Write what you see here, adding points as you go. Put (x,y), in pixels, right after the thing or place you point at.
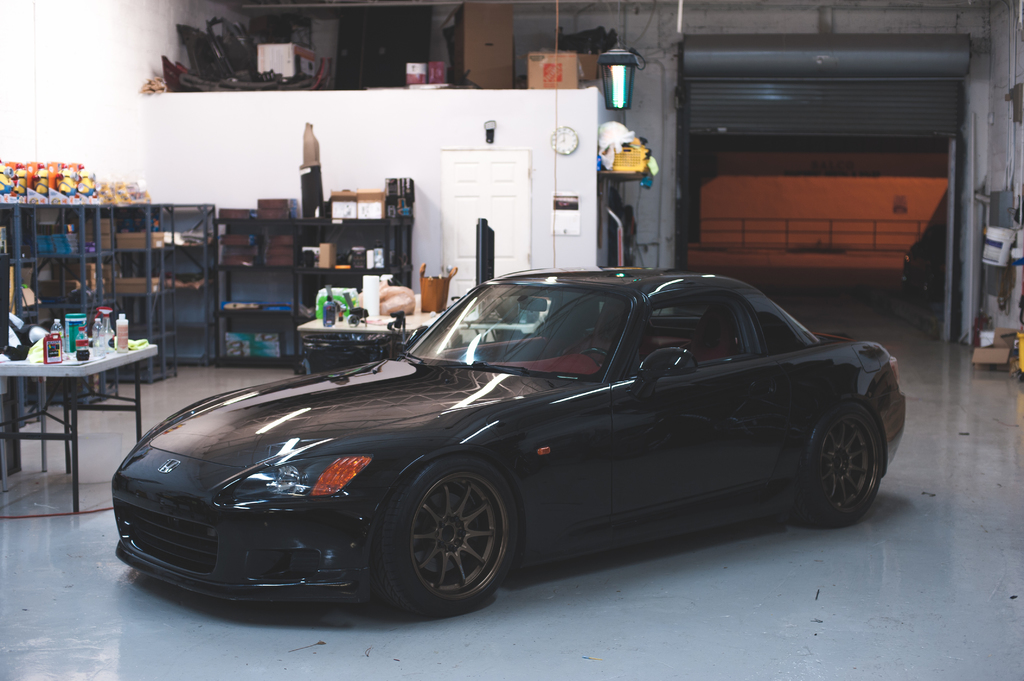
In this image there is a car (404,400) in the bottom of this image (491,499) and there are some tables (108,357) and some objects (123,314) are kept on to this table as we can see on the left side of this image (108,308). There is a wall (595,163) in the background (539,187). There are some objects (499,79) kept on the top of this image (585,62).
